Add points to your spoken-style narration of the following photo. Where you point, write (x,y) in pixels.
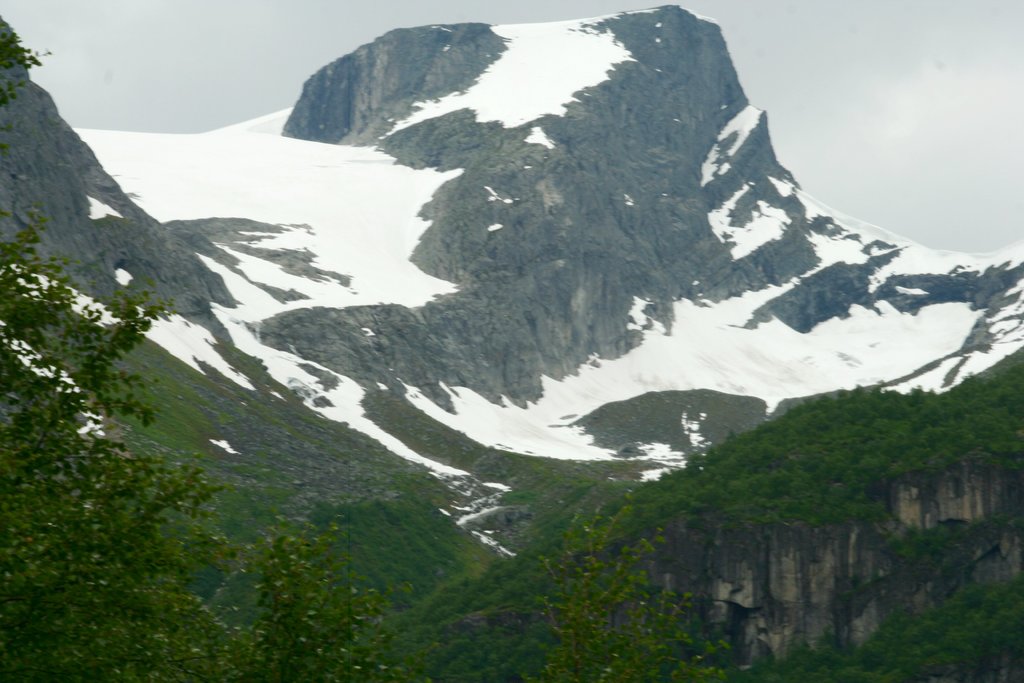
In this image there are trees (75,438) and mountains (574,243) covered with snow (547,443).
